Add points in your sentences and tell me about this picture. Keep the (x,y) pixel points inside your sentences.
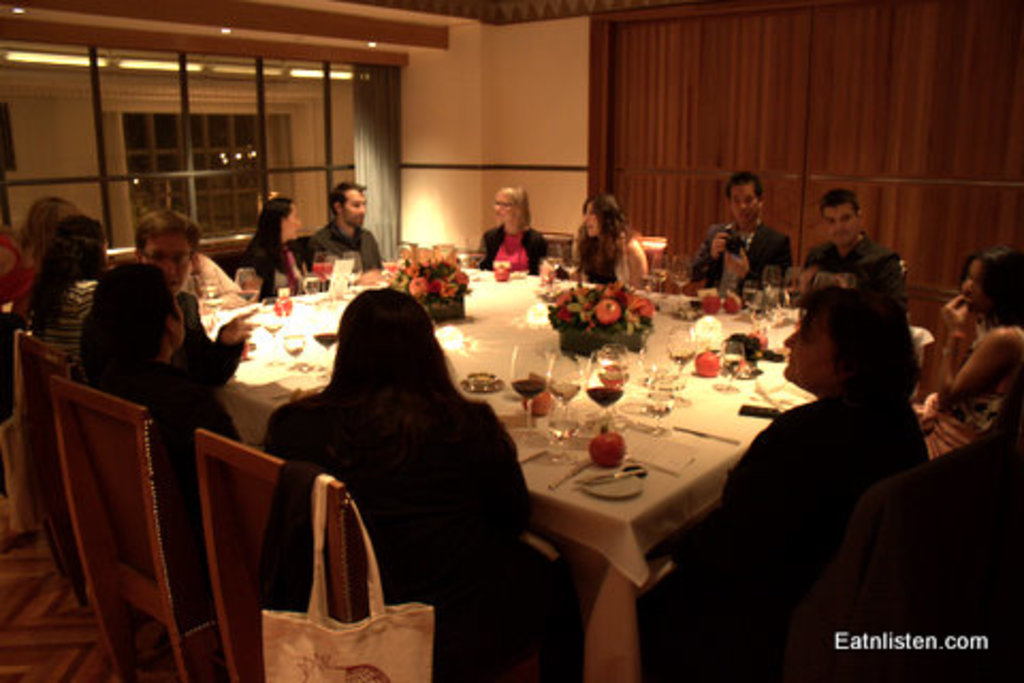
There are group of people (253,314) sitting around the white table (499,322) and there are some eatables (602,306) and drinks (607,362) on it.
